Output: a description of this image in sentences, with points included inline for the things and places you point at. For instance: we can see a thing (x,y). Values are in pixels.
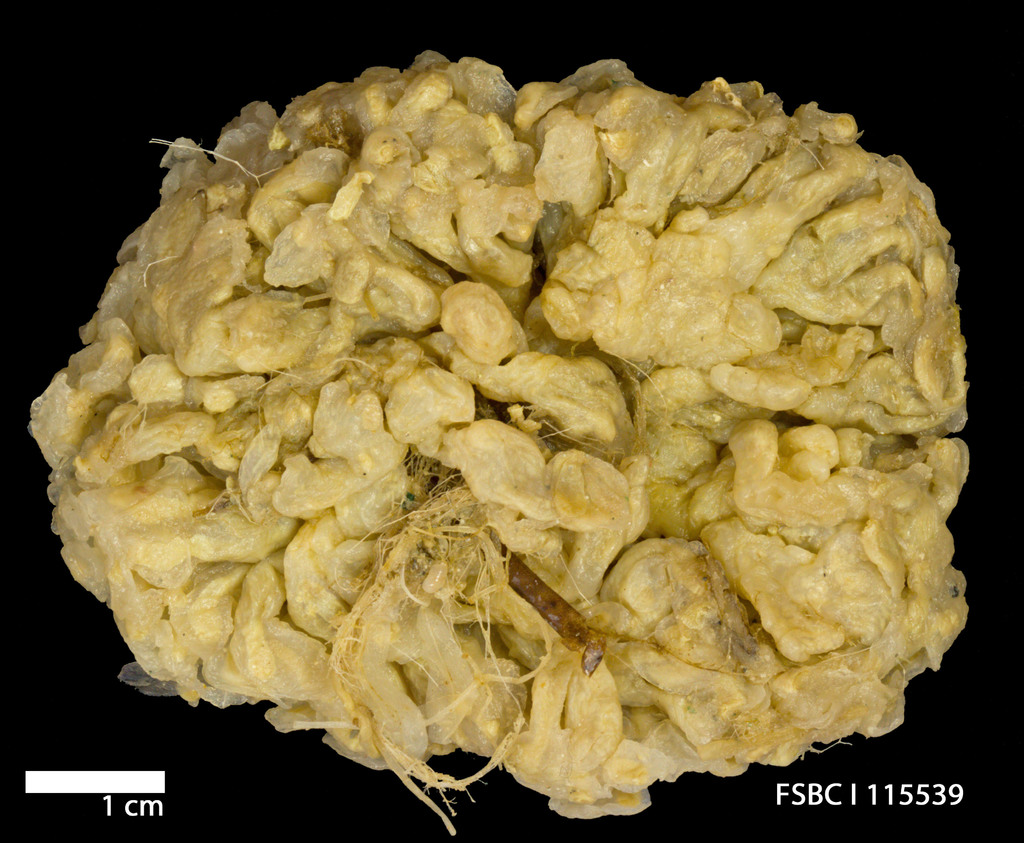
In this image there is some specimen (556,343).
